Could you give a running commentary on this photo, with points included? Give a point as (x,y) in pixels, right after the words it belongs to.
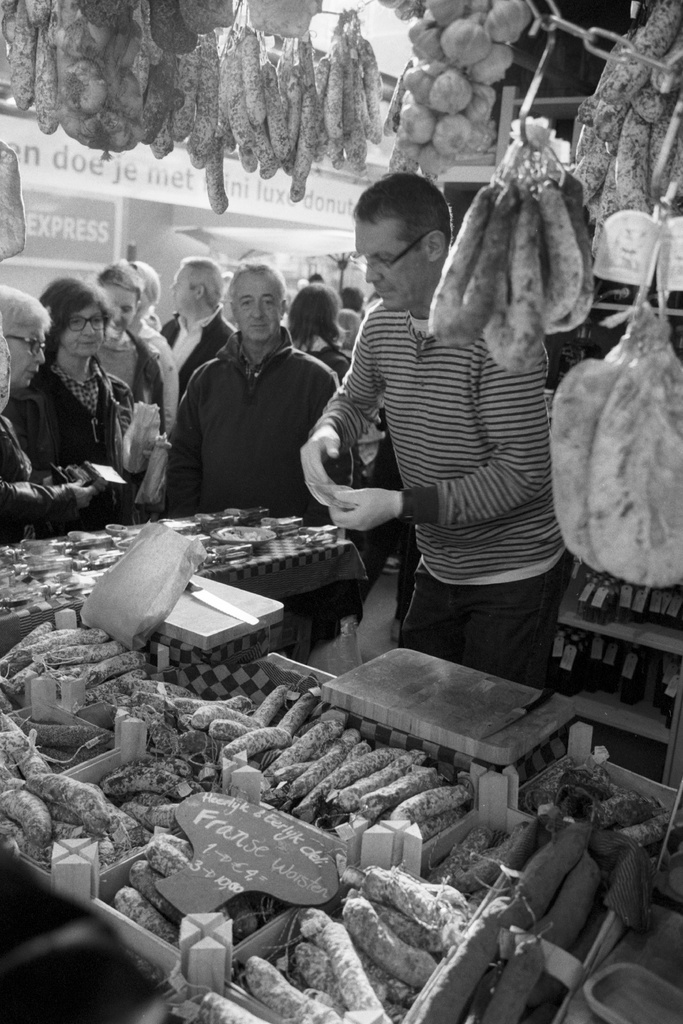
In this image we can see group of persons (263,480) are standing, here is the food item (30,814) on the table (322,676).
